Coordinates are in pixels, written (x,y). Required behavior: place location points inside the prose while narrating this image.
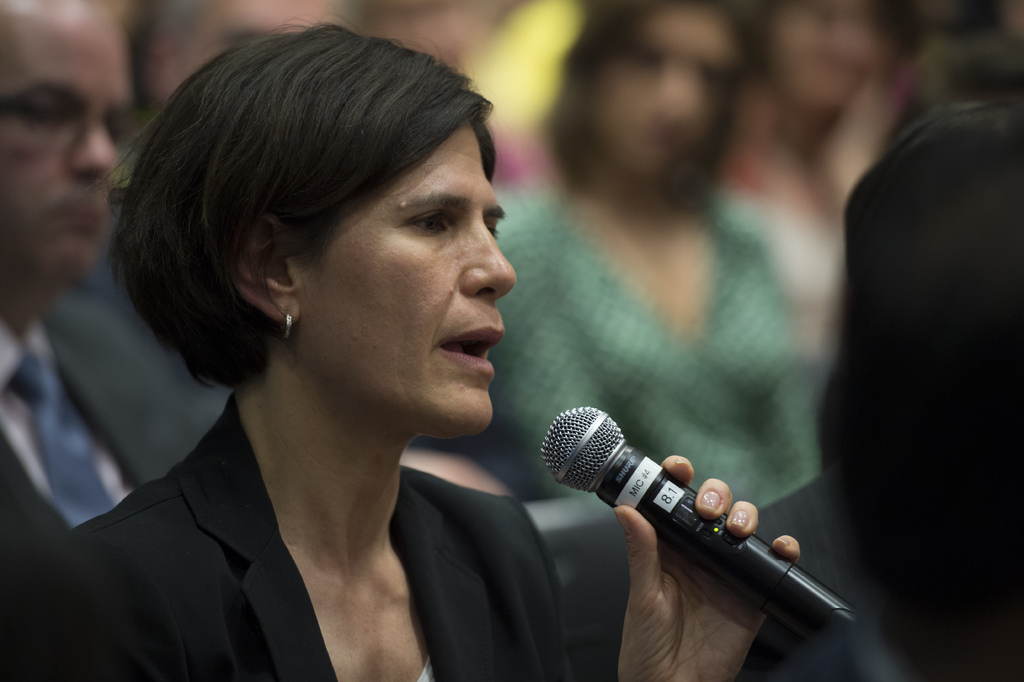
In this image i can see a woman (384,452) holding a microphone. In the background (686,225) i can see few people (614,122).
